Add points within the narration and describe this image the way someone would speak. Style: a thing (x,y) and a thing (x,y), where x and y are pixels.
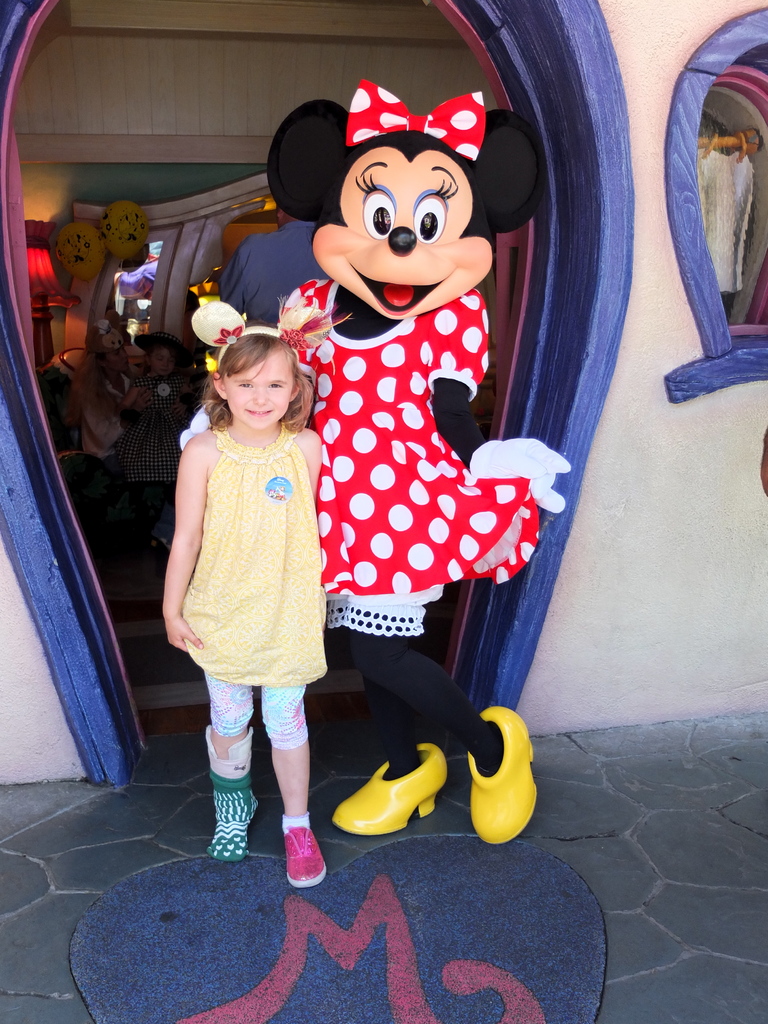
In this image I can see a child (295,589) wearing yellow and white colored dress (251,565) and a person (402,369) in a Minnie mouse costume (428,500). In the background (571,507) I can see a white and blue colored house (640,487) and in the house (617,439) I can see a person (268,288) standing and few other objects (148,284).
